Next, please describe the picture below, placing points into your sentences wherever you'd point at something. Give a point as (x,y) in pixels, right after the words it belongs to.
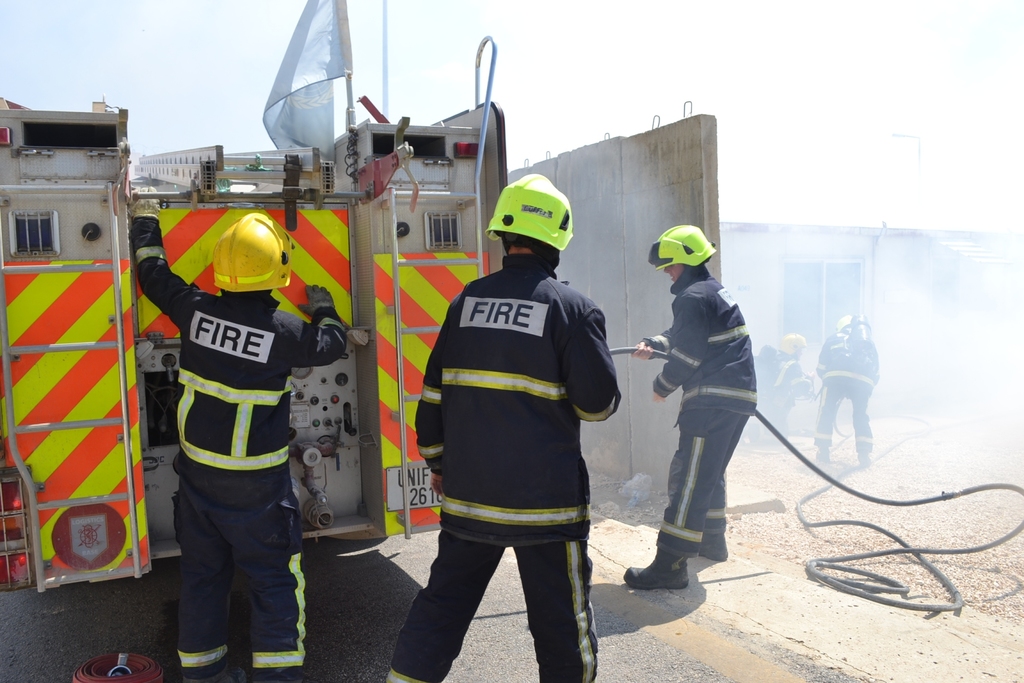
In this image there are few people (276,624) standing beside the vehicle (54,431) in which one of them holding pipe (799,520), also there are few other people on the ground (777,609) beside the wall (620,298) in-front of a building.
